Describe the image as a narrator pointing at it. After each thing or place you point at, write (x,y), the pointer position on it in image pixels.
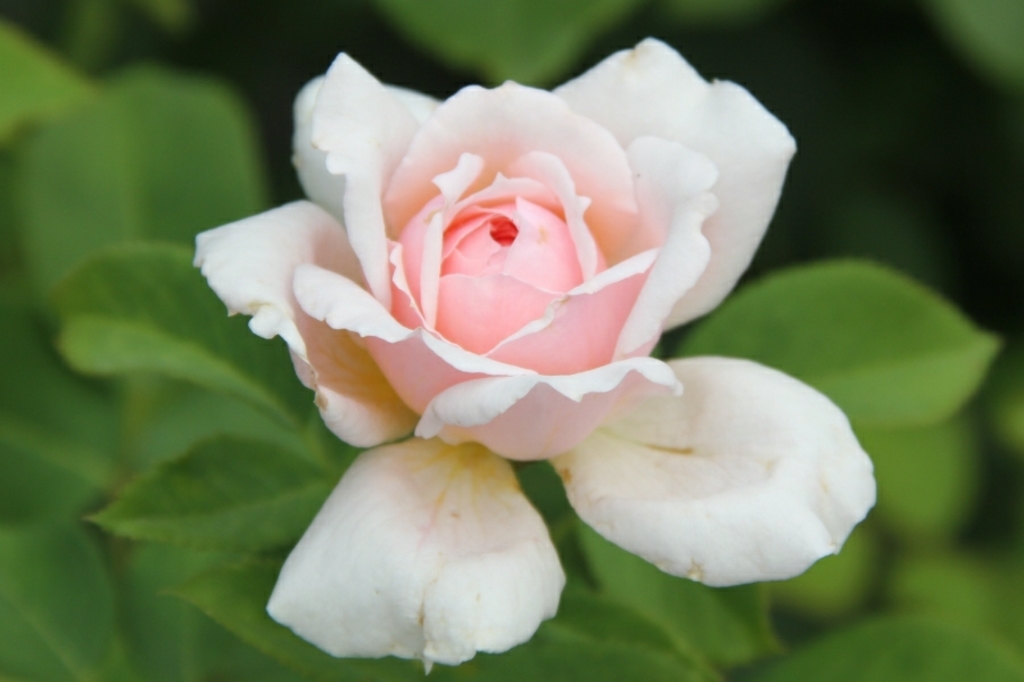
In this image there is a flower (402,333) in white color and leaves (11,110).
